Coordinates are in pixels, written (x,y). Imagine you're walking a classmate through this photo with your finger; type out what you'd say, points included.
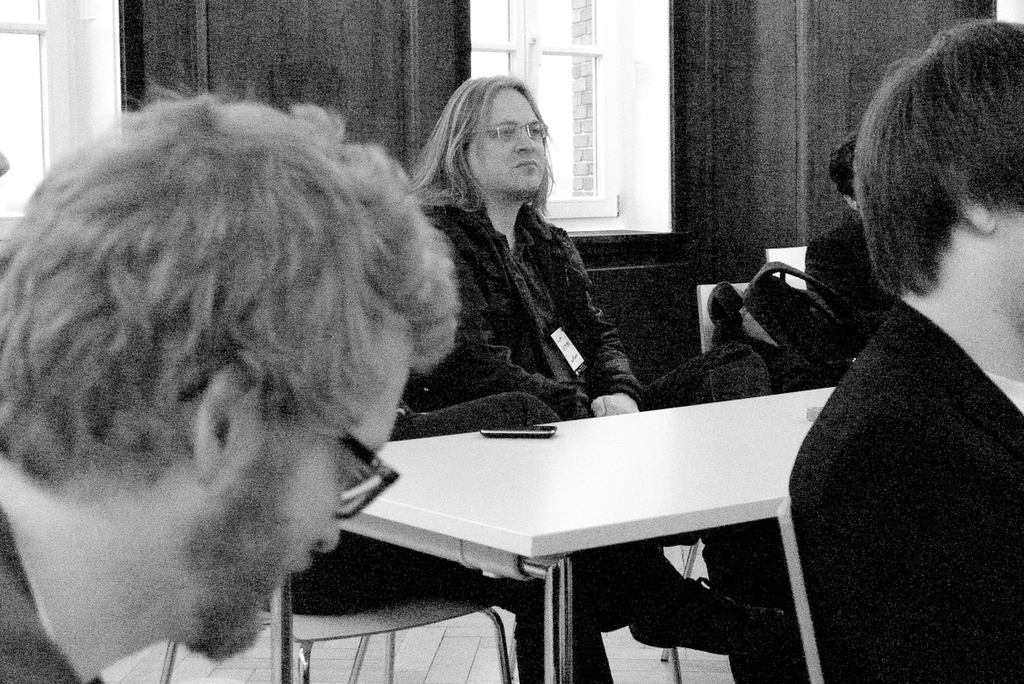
This is a black and white image, in this image there are people (861,628) sitting on chairs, in the middle (568,432) there is a table (609,472), on that table (521,440) there is a mobile (509,437), in the background (880,51) there is a wall (715,220) for that wall (694,103) there are windows (600,92).
